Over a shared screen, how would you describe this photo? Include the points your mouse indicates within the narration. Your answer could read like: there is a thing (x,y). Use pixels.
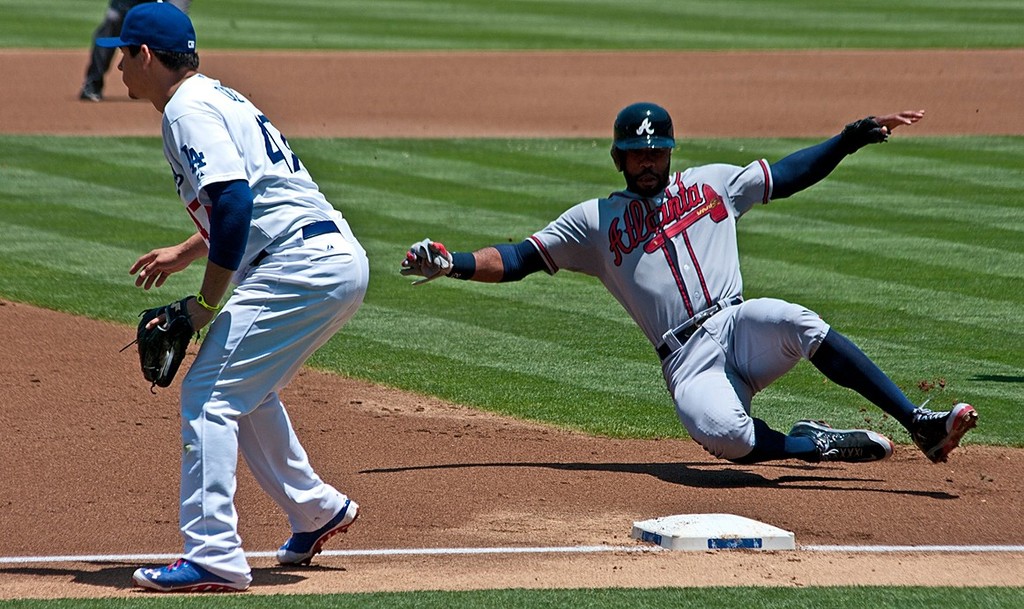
In this image we can see two persons (303,164), one of them is falling down, they are playing baseball, at the background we can see the legs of a person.
